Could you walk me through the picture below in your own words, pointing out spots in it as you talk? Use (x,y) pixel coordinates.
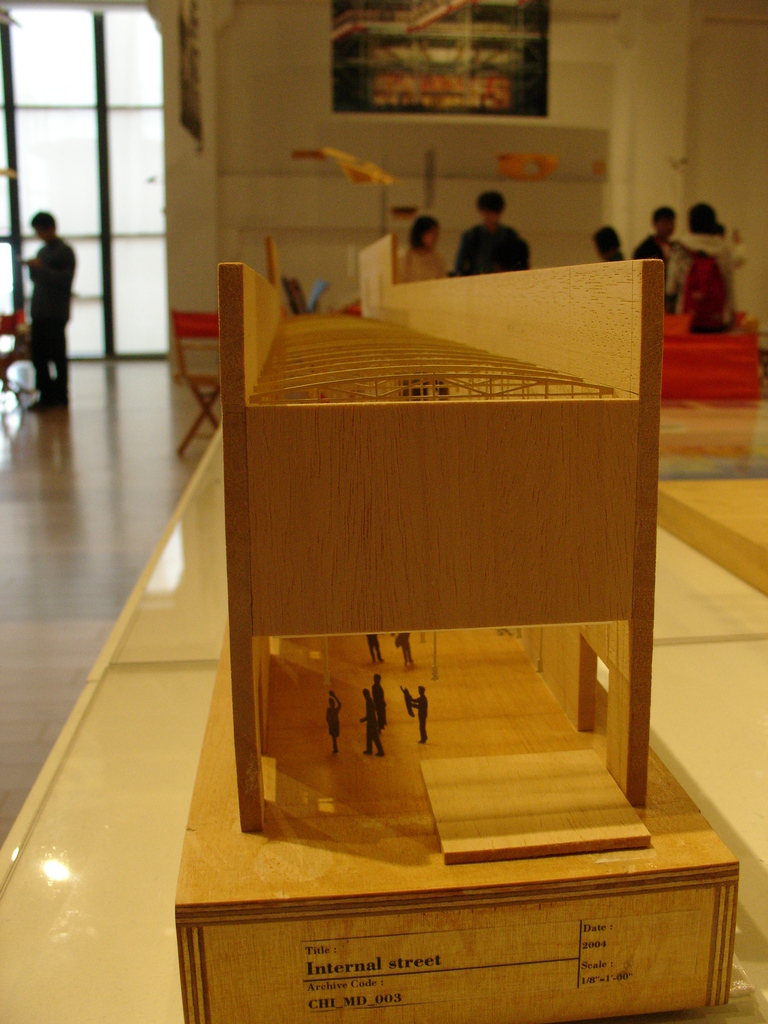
In this image we can see floor (147,501), table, wooden grill (369,382), walls (399,126) and persons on the floor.
